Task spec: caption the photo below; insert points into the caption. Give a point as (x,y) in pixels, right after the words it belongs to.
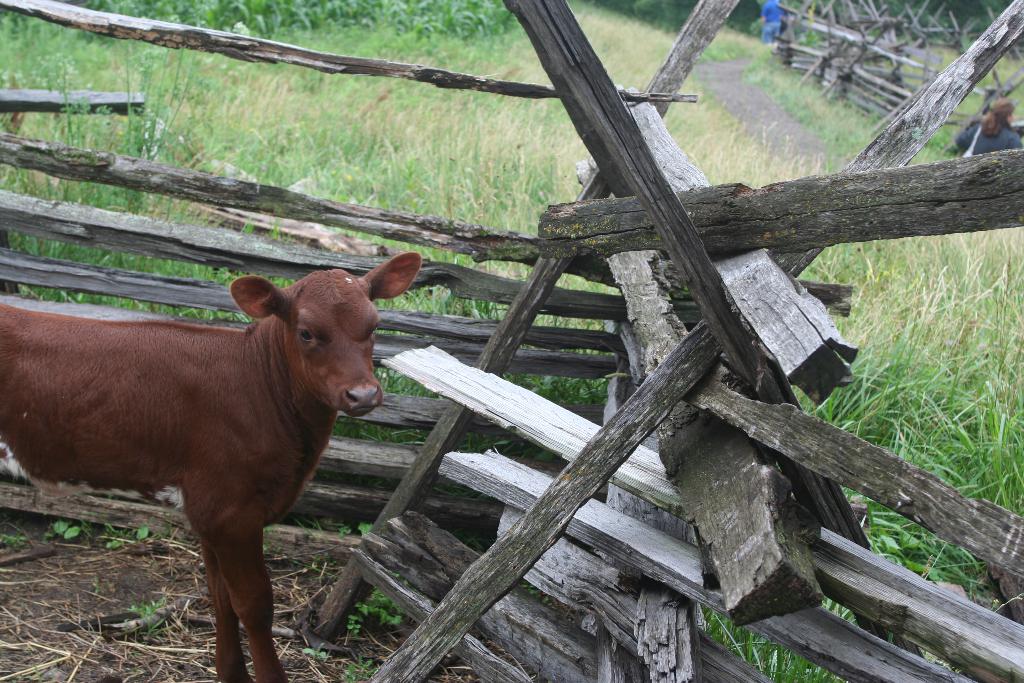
In this picture I can see animal (160,431) on the surface (100,552). I can see wooden fence (654,410). I can see green grass (457,141). I can see people (988,112) on the right side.
